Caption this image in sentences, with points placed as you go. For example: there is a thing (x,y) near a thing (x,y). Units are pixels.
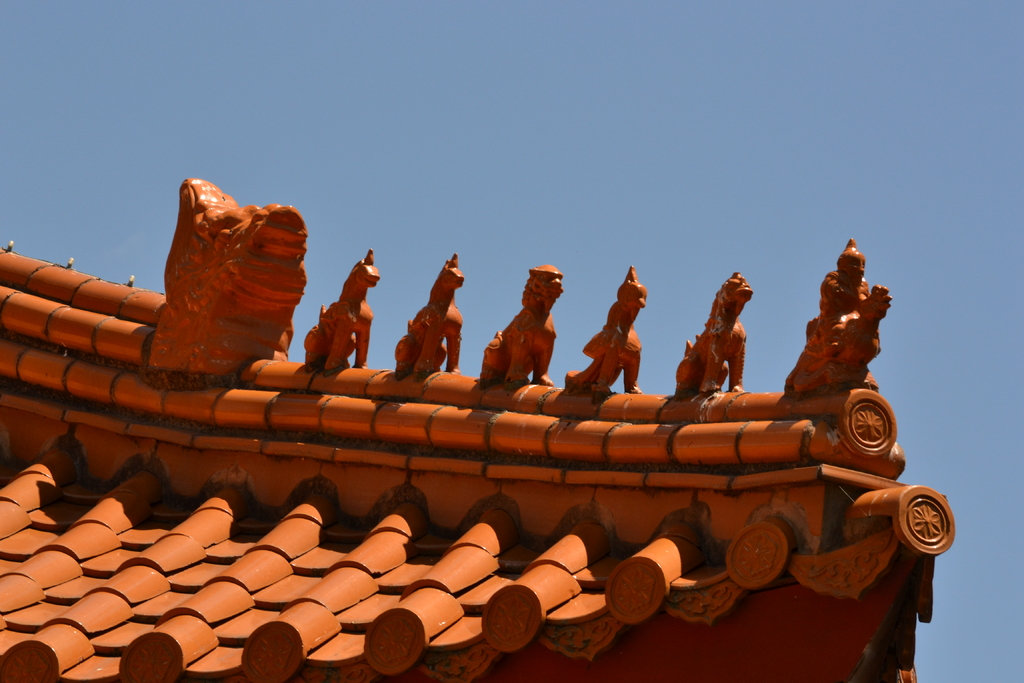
In this image we can see there are few structures (291,296) on the top of clay roof (239,579).
